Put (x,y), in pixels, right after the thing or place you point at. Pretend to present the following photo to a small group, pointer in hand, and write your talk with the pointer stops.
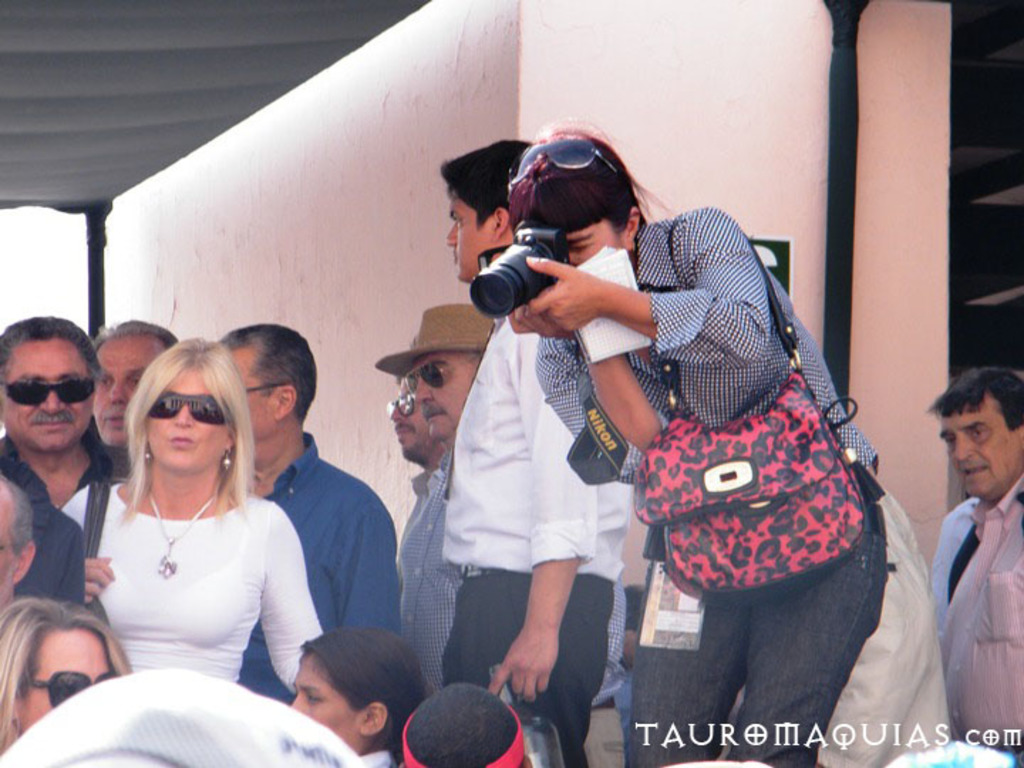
In the image we can see there are people (452,510) standing and a person (581,326) is holding camera (479,292) in her hand (551,324).
